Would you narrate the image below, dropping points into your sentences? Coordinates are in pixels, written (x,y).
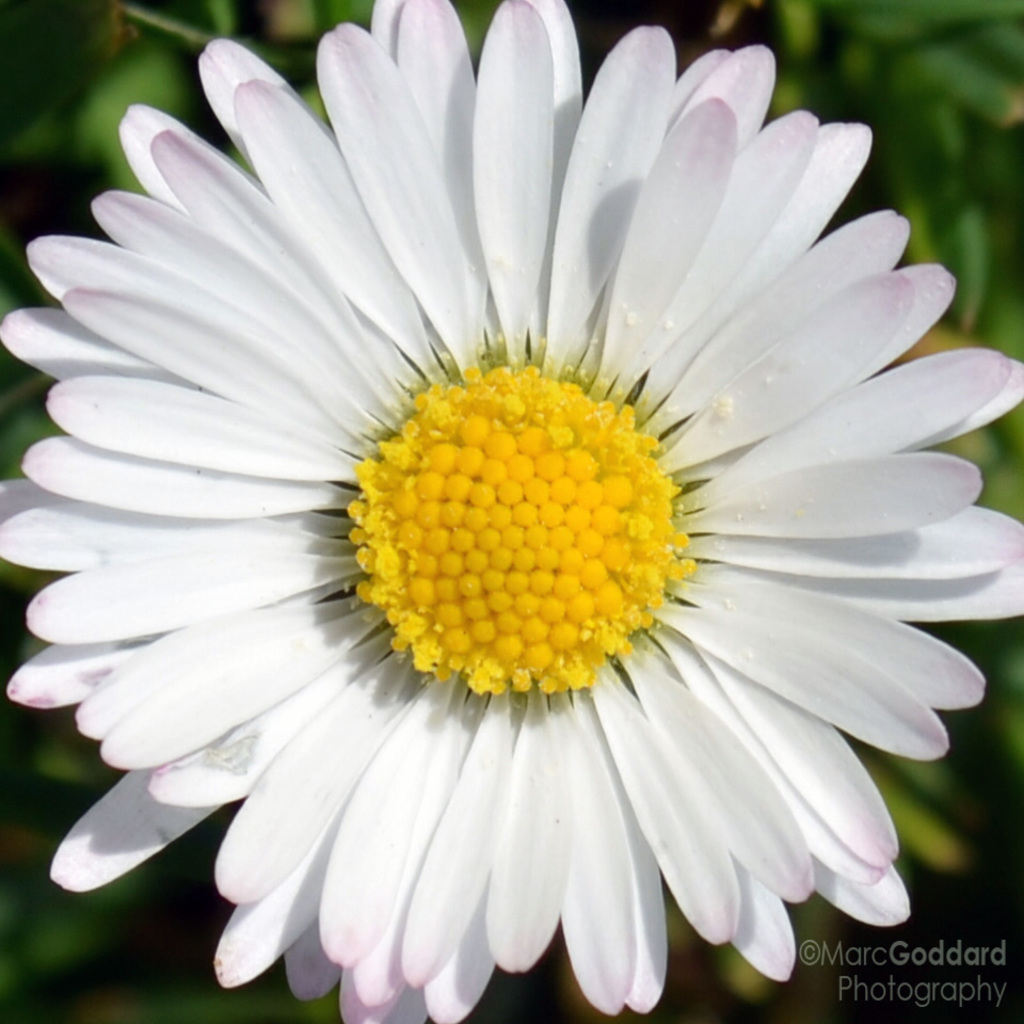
In this image there is a white colour flower (228,594). Behind there are few leaves (986,135). Right bottom there is a watermark (842,996).
